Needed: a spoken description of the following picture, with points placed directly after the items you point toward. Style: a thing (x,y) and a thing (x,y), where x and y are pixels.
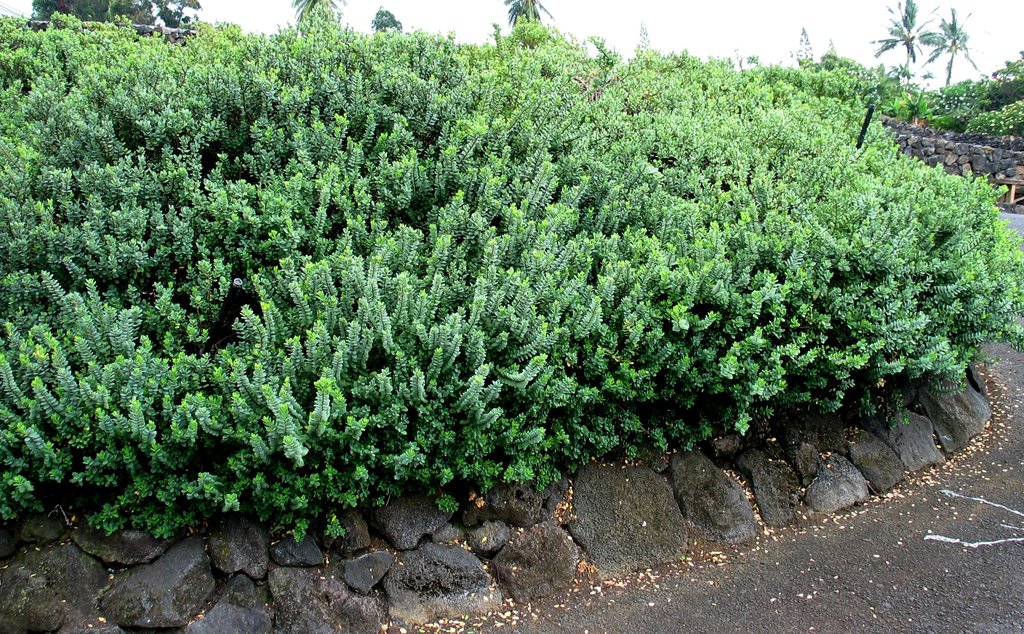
In this picture we can see plants (694,338), rock wall (970,145), and trees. In the background (742,52) there is sky (662,49).
